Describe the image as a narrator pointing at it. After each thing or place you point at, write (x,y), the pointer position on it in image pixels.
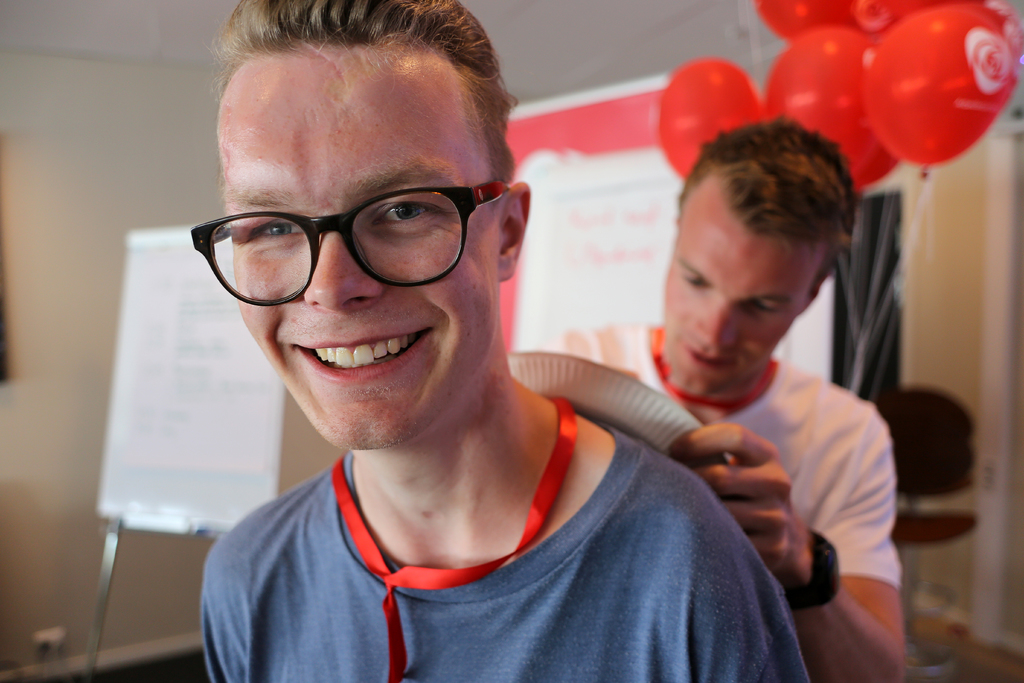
In this image I can see two people (729,445) standing and holding something. Back I can see few red balloons (949,47), whiteboards (609,172) and the wall (82,179).
